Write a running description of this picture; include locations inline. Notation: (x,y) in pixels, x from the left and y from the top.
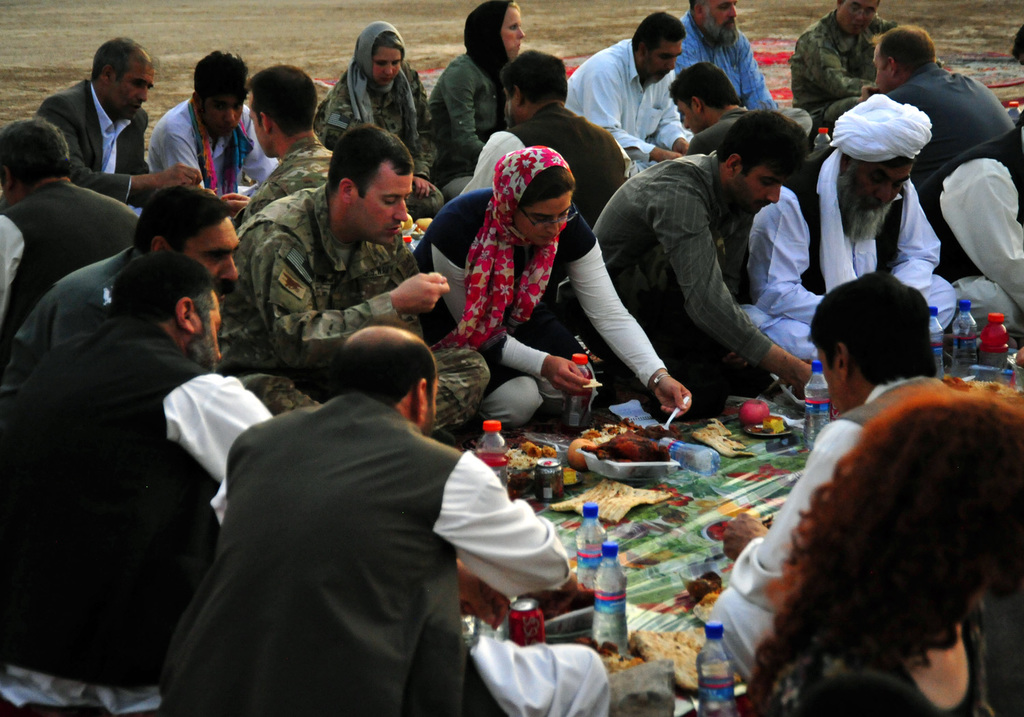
This picture is clicked outside. In the foreground (567,670) we can see the food items (636,497), water bottles (700,469) and many other items (552,482) are placed on the ground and we can see the group of people (539,211) sitting on the ground (724,535) and eating food (683,643). In the background (576,4) we can see the ground (670,6).
